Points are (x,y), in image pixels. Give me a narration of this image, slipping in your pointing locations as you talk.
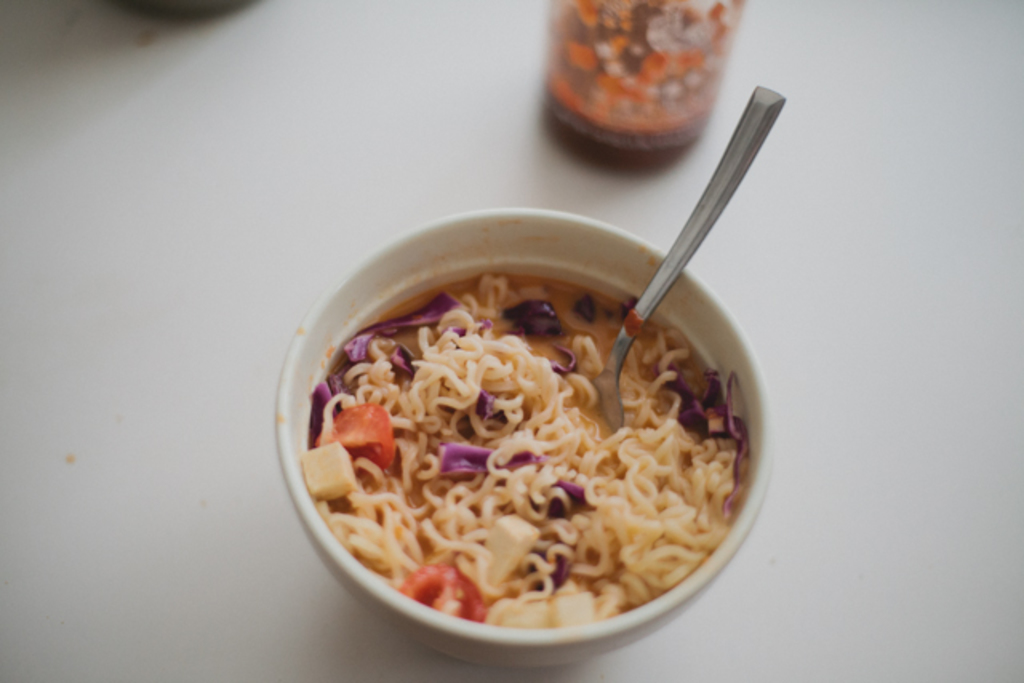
In this image I see the white surface (530,170) on which there is a white bowl (361,408) on which there are noodles (497,409) and I see few ingredients (464,467) which are of purple, cream and red in color and I see a spoon (659,267) in it and I see a thing (681,69) over here.
